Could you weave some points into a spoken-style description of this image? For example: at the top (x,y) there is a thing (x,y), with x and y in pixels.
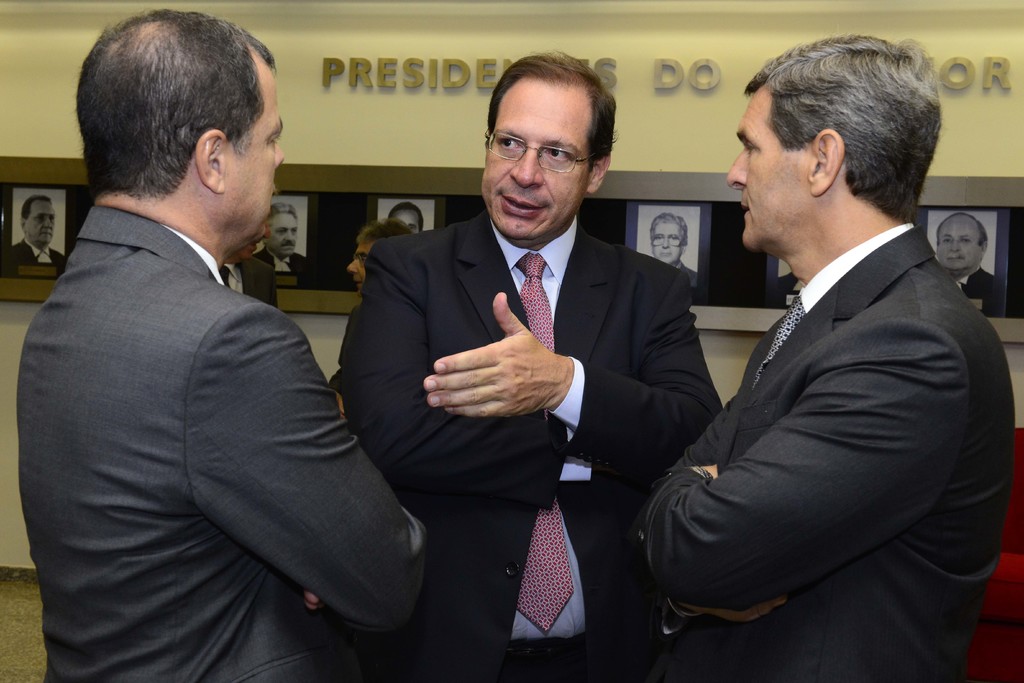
In this image we can see a group of men (519,448) standing on the floor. On the backside (1017,541) we can see a sofa (1001,634) and a wall (1006,326) with some photo frames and some text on it.
